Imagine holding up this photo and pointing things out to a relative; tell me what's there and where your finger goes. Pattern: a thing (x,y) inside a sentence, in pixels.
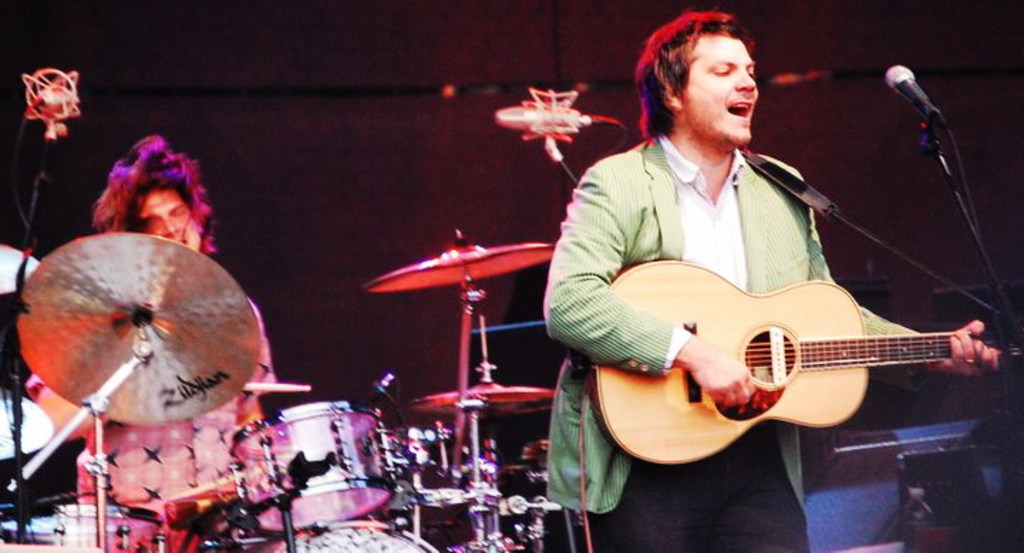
In this image there are two persons (710,231), one person (696,245) is standing and playing guitar (669,378) and he is singing and the other person (151,216) is sitting and playing drums (112,523). At the left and at the right (914,85) there are microphones (896,84).
